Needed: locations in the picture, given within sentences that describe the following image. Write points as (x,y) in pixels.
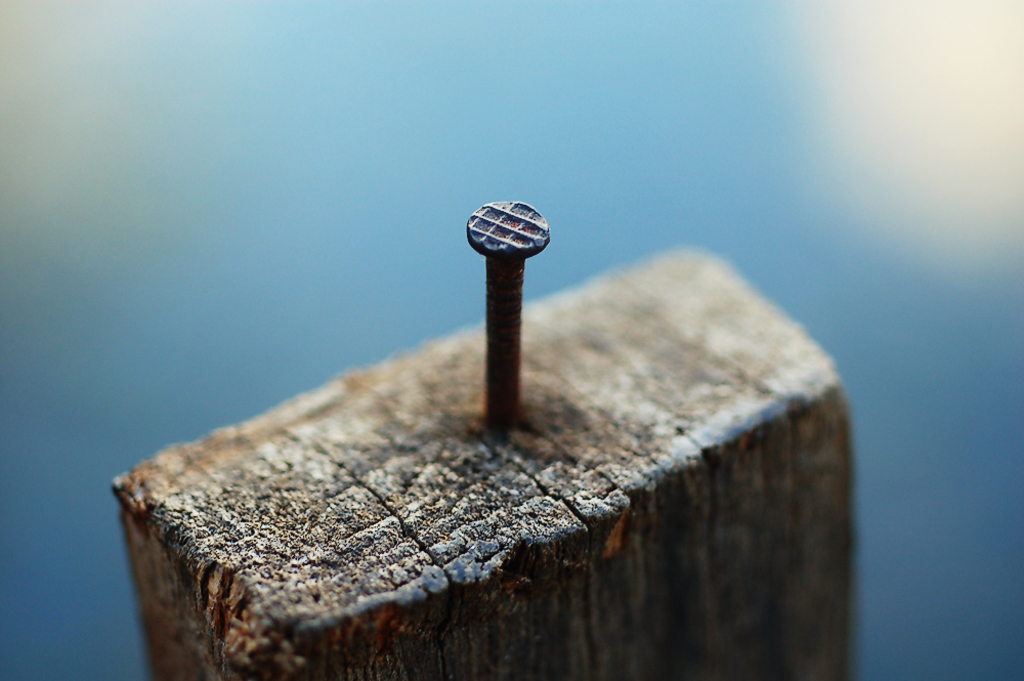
In this picture I can see there is a nail (530,252) in the wood (545,449) and the backdrop (877,247) is blue and blurred.
